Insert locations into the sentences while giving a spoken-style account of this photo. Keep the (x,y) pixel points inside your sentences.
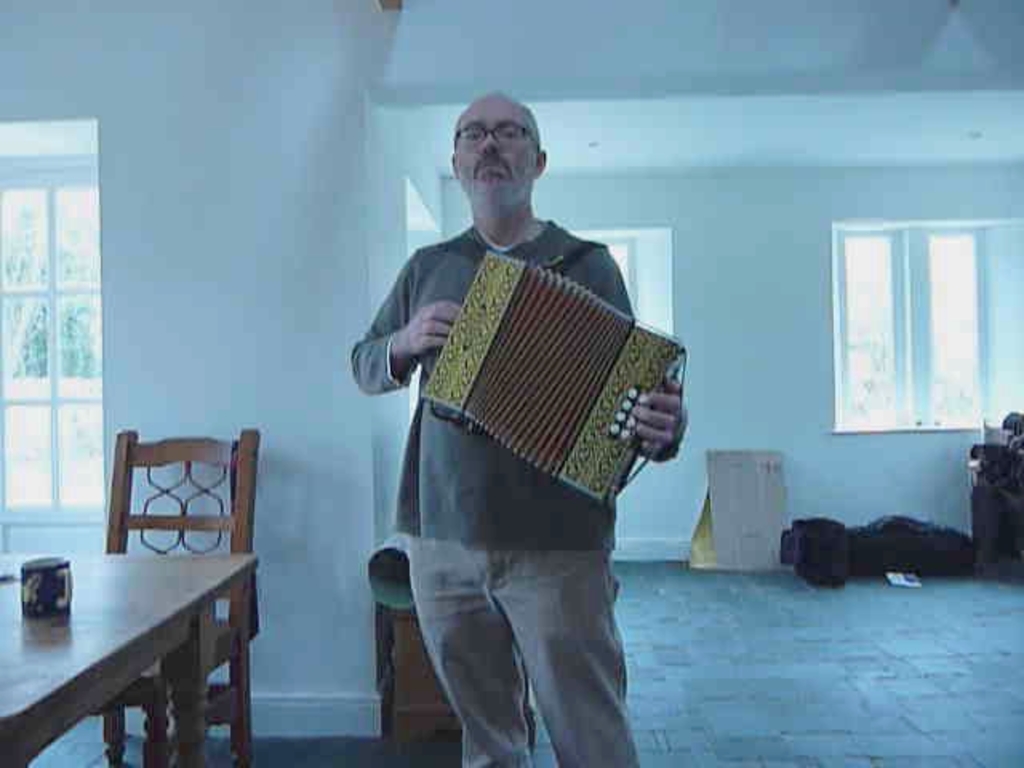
In the center of the image (426,408) there is a man (482,758) holding a musical instrument (456,361). To the left side of the image (215,584) there is a table (104,594) on which there is a mug (65,569). There is a chair (199,519). There is a window (72,261). In the background of the image (124,230) there is wall (742,341). There are windows (839,306). At the top of the image (678,108) there is ceiling (679,63). To the right side of the image (1004,438) there are few objects (845,550). At the bottom of the image (800,714) there is floor (722,719).
